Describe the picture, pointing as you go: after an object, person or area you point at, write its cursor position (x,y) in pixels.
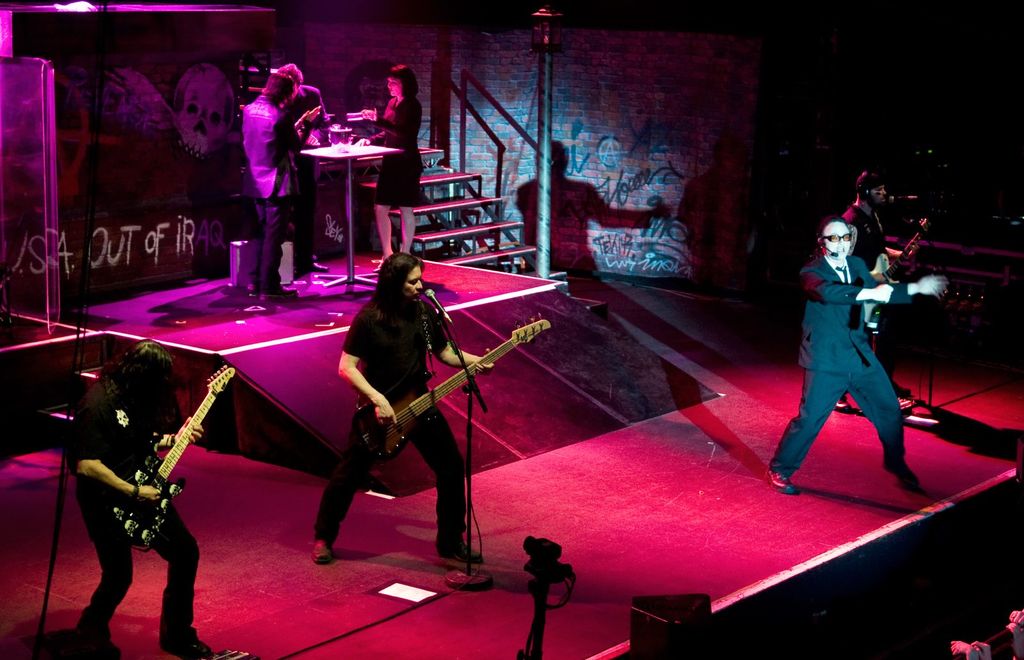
In this image i can see three persons (396,348) standing on the stage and holding musical instruments (361,429) in their hands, and a person (824,230) standing, i can see microphones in front of two persons (872,225) and the person (850,292) standing on the right (818,256) is wearing a headset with microphone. In the background (404,73) i can see few other persons (403,183) standing around the table (356,148) and on the table (345,156) i can see few objects (346,135).
